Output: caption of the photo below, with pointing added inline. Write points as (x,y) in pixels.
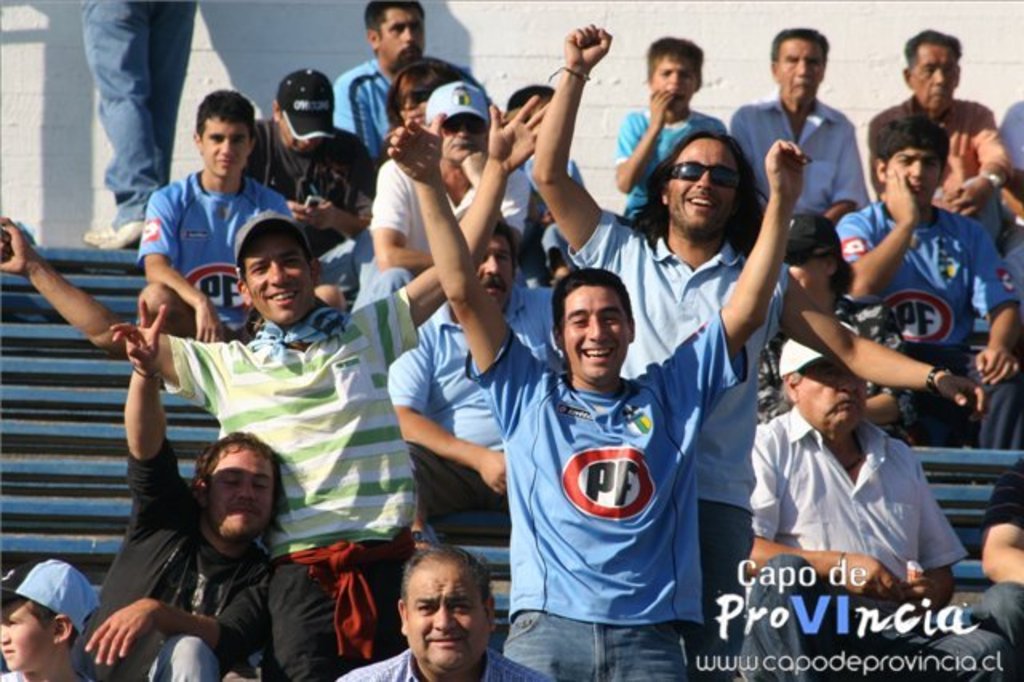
In this image there are few people (202,462) sitting on steps (74,422) and few are standing, in the background (983,15) there is a wall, on the bottom right (775,625) there is text (842,659).
